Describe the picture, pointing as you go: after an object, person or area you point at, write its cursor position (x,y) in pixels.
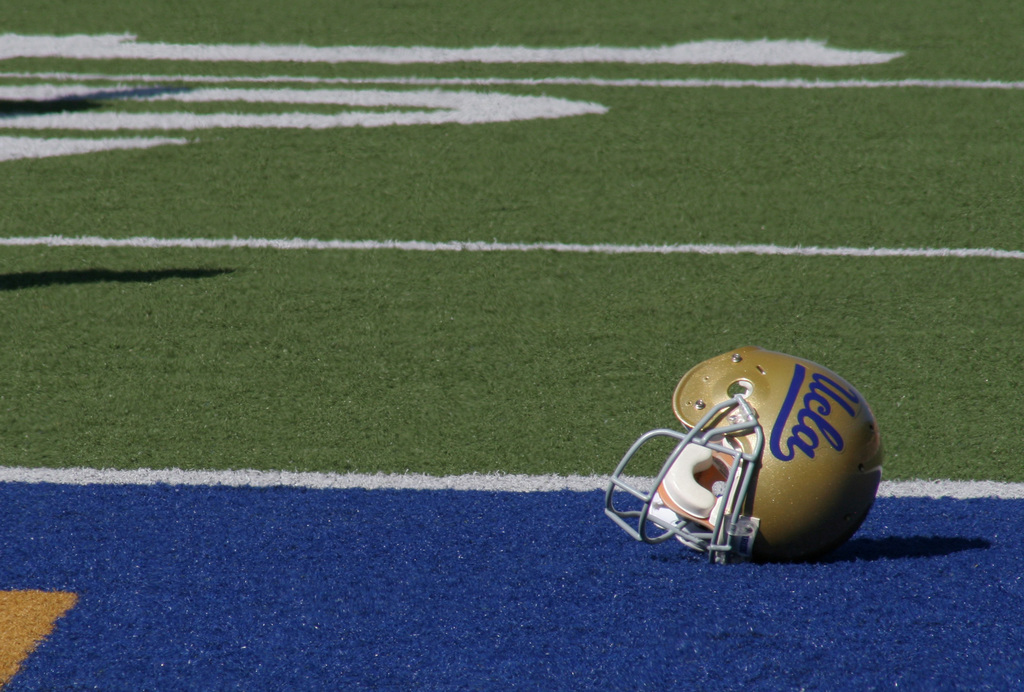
In this image we can see a helmet (747,479) on the ground (443,523). On the ground (396,105) we can see white lines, numbers (80,89), blue and yellow color.
